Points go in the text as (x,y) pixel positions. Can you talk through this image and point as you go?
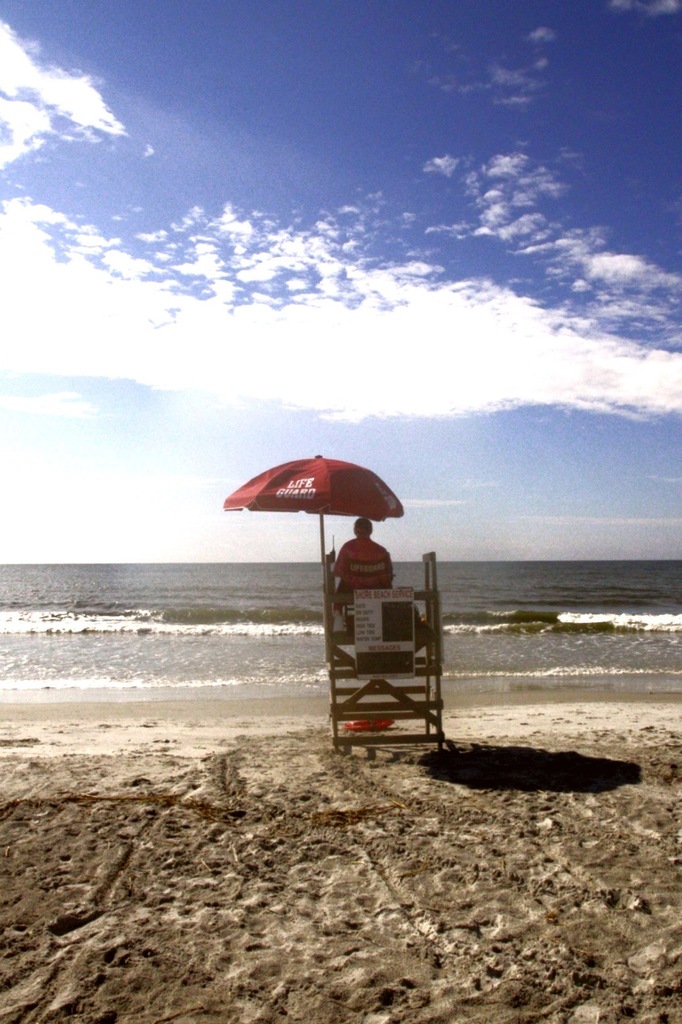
In this image there is a person (360,585) sitting on a wooden structure (359,595) under an umbrella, in front of the person (351,588) there is sea (284,614), at the top of the image (228,322) there are clouds (319,367) in the sky (363,407).
